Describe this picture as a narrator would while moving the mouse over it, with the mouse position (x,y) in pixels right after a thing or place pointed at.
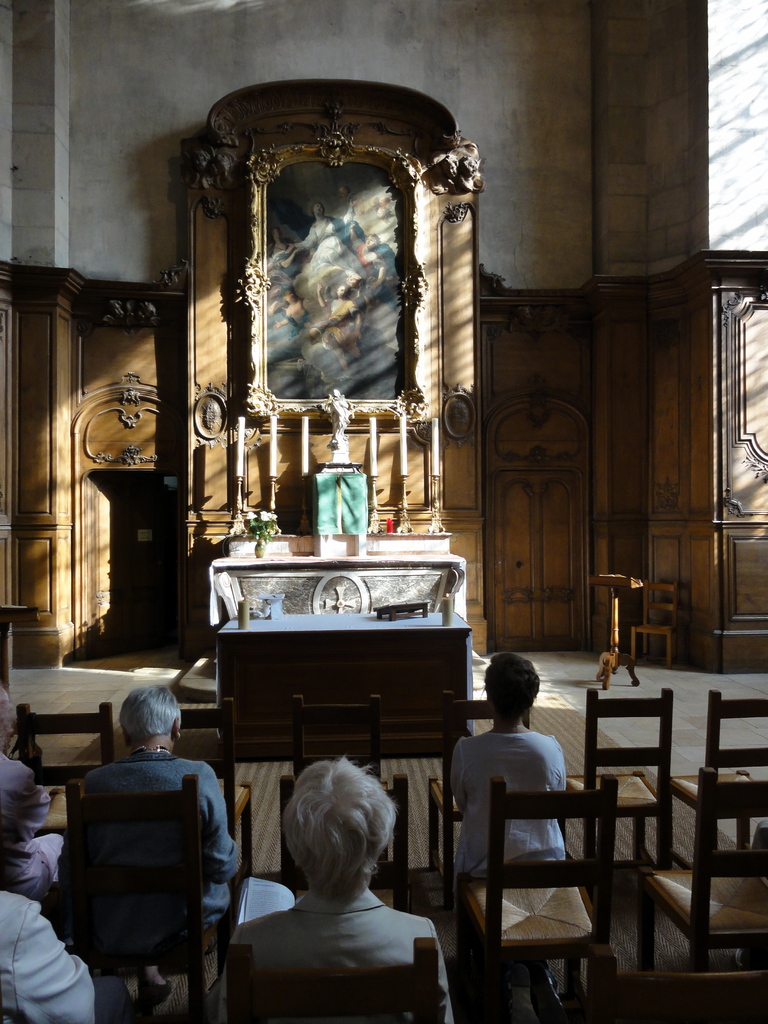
I think this picture is taken in a church (361,691), in the bottom (721,791) there are group of chairs (548,888) and five people (522,777) sitting on them. All the people (214,789) are facing backwards. In the center (464,634) there is a table (450,636), on the table (439,638) there are two candles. In the background (415,242) there is a wooden frame (415,237) and a photo (361,393) in it.
